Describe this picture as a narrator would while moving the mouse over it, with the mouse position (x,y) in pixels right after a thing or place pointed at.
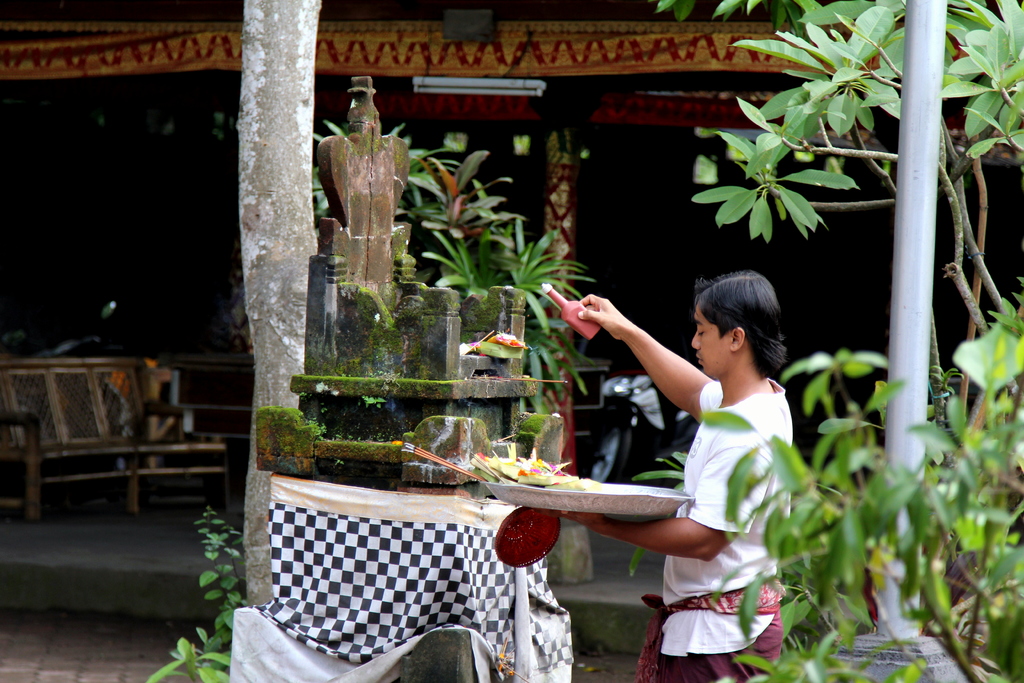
In this image we can see a person (698,531) holding a bottle (579,321) and some other items (553,489). In front of him there is a stone idol (424,385). On the right side (917,216) there is a pole (930,306) and there are plants (947,494). On the left side (79,420) there is a bench (103,444). In the back (429,15) there is a shed (442,74) with tube light (429,87).
